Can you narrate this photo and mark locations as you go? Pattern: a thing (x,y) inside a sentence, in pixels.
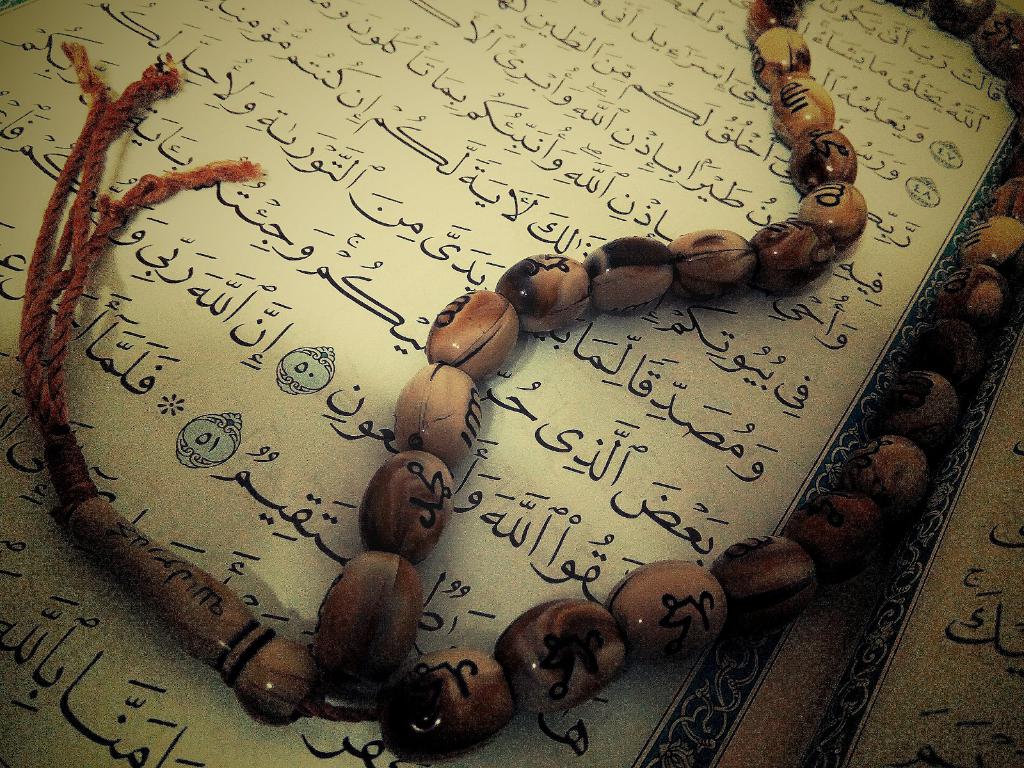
In this image there is a language script (536,130) at the bottom (552,533). On the script (281,418) there is a necklace (427,403) which is made up of wooden beads (674,603).
